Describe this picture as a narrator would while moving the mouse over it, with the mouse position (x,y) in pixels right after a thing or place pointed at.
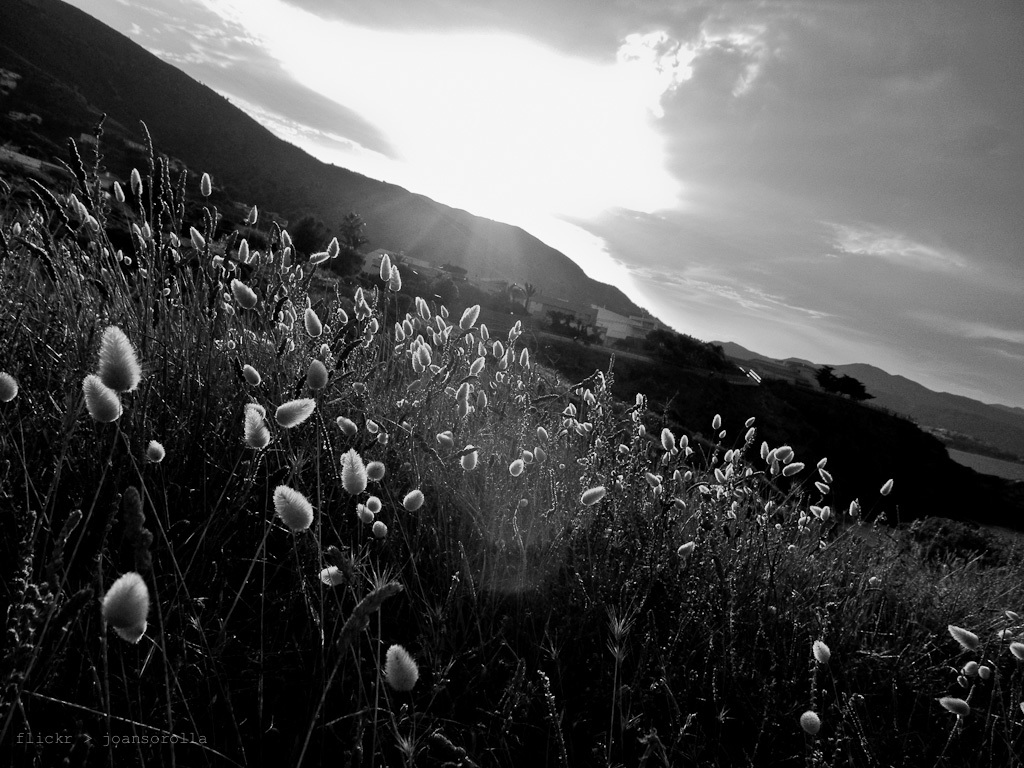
In this picture we can see black and white photograph of the small flowers (413,363) with grass (507,580). Behind we can see the mountains (617,305) and some houses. Above we can see sky (668,166) and clouds (772,189).
